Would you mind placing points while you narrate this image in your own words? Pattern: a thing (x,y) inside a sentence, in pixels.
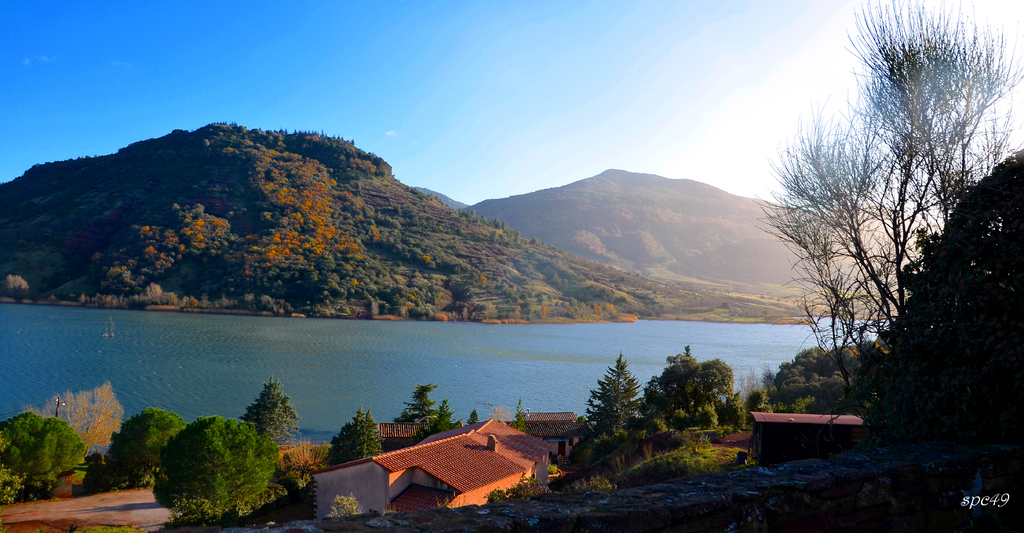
This picture is clicked outside the city. At the bottom of the picture (408,455), there are buildings (457,441) with a red color roof (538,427). There are trees (269,460). Behind the buildings (524,440), we see water (324,363) and this water (190,340) might be in a river (442,396). There are trees (312,228) and hills (470,260) in the background (447,201). At the top of the picture (327,79), we see the sky (358,45), which is blue in color.
